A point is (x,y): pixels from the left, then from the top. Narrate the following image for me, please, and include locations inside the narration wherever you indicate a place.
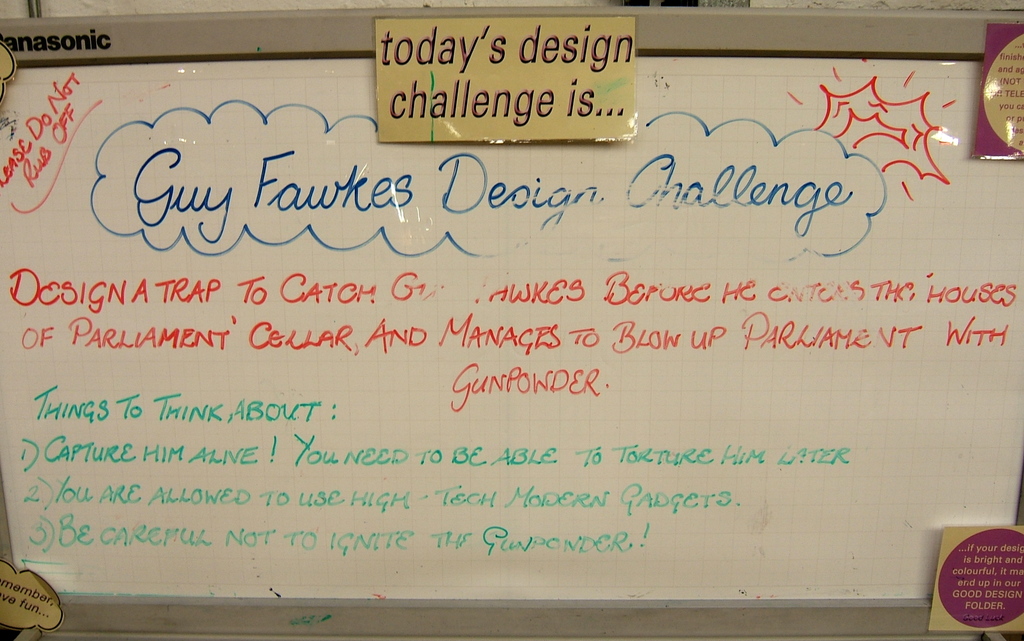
In this picture we can see a white board (57,88) and on the board (306,275) it is written something and there are some small boards (619,117).
